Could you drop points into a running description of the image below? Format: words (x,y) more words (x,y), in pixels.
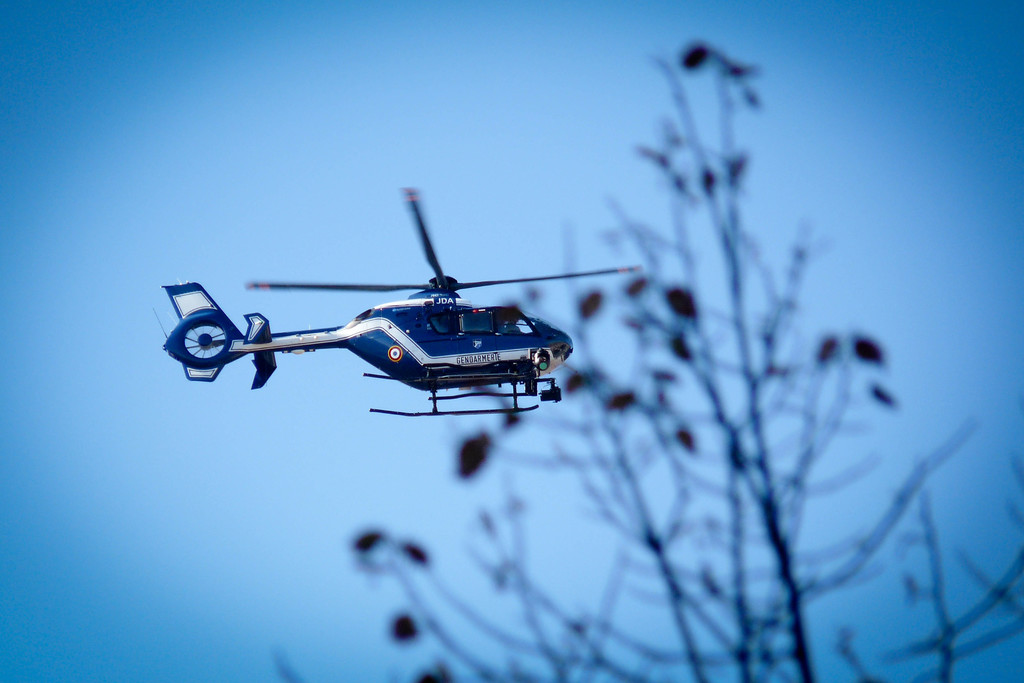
In this image we can see there is a helicopter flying in the air (975,318), beside that there is a tree (744,455).
